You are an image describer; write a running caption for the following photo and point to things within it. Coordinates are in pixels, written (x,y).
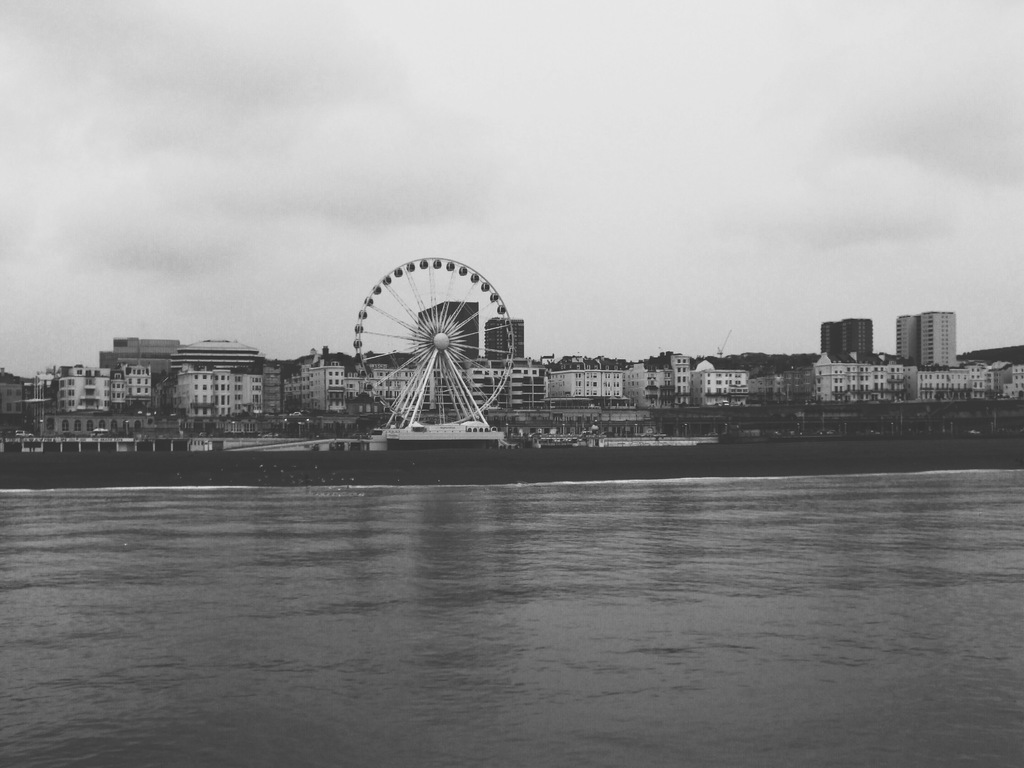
This is a black and white picture. I can see water (432,487), there is a Ferris wheel (441,363), there are buildings (697,393), trees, and in the background (340,262) there is sky (524,126).
